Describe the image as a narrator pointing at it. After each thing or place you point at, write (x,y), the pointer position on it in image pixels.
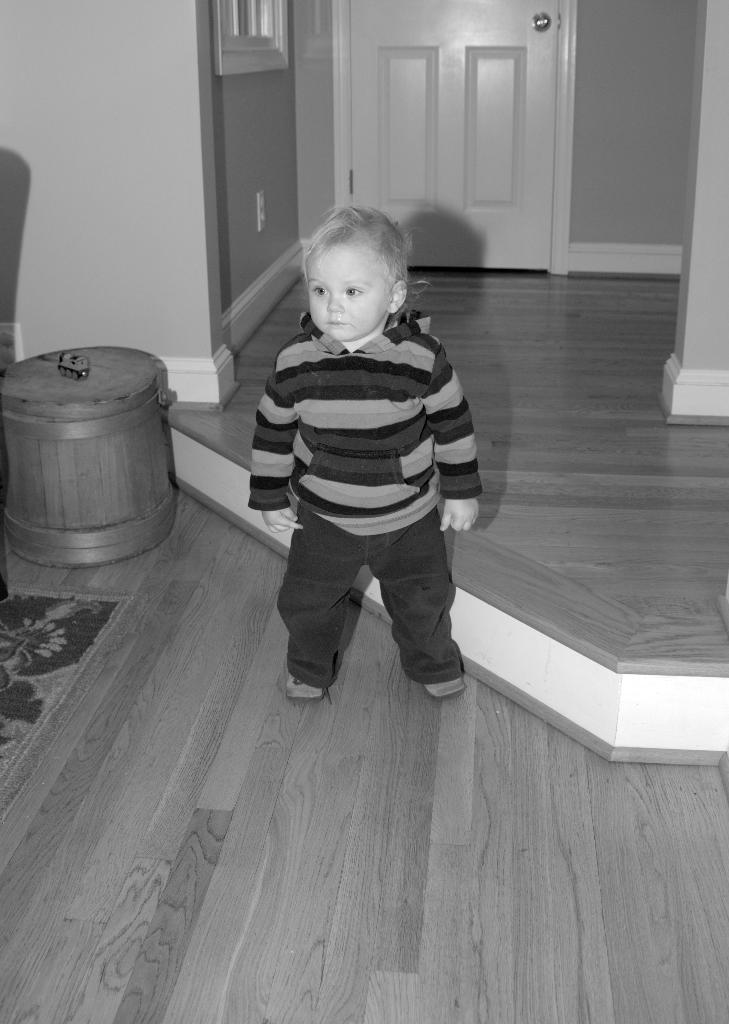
This looks like a black and white image. I can see a boy (459,469) standing. I think this is a small barrel (77,458). I can see a door (512,36) with a door lock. On the right side of the image (710,222), that looks like a pillar (705,240). I think this is a window (244,29). On the left side of the image (65,625), this is a carpet (46,635) on the floor (124,635).
